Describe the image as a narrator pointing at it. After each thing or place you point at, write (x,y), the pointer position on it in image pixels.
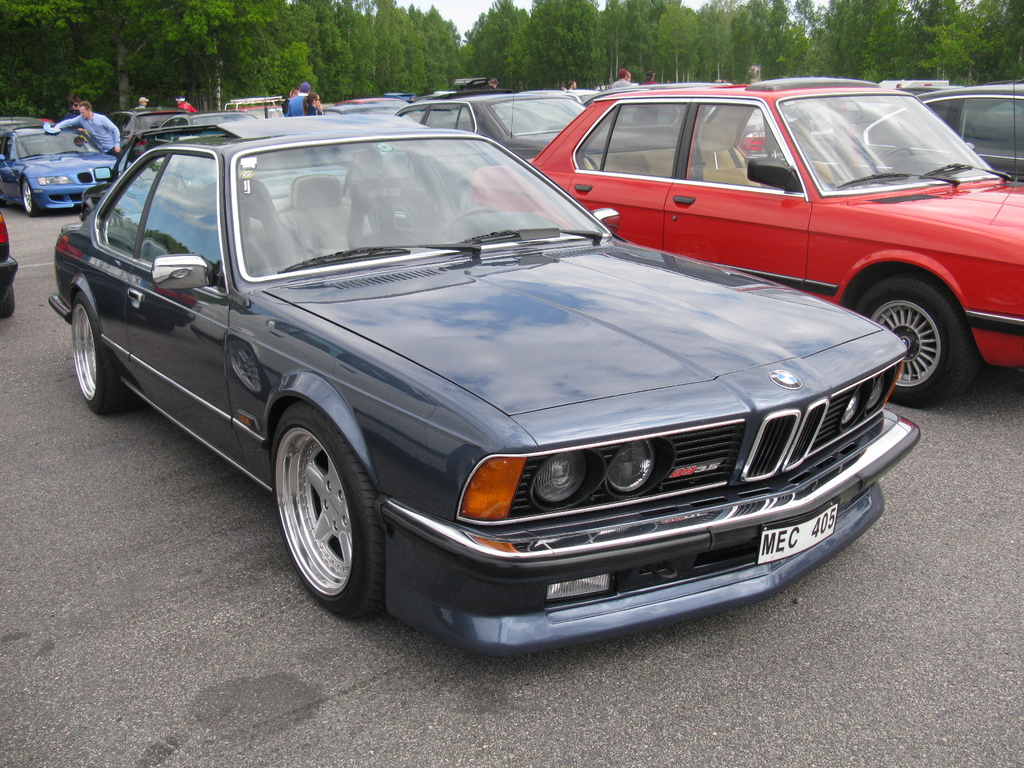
In this image, we can see some cars (609,366). There are some trees (623,36) at the top of the image (296,29).
